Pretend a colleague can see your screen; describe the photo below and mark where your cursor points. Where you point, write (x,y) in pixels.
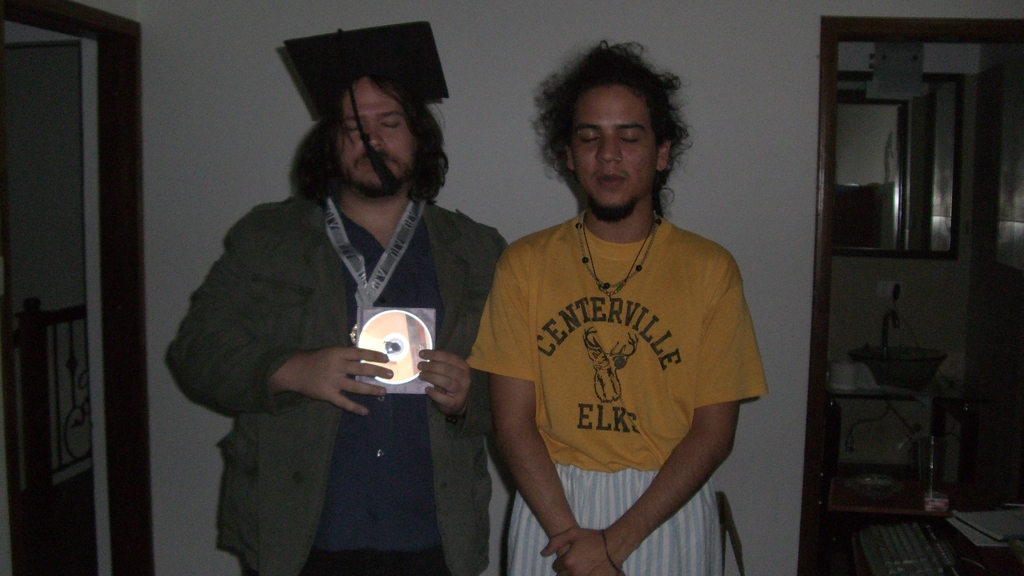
In the foreground of this image (559,440), there are two men (481,456) standing and one man (439,470) is holding a CD (407,362) and wearing a scholar cap (387,58). In the background (932,195), there is a wall (736,46), an entrance (821,89), mirror (902,207), few objects (888,372) on the table (909,483). On the left (109,270), there is another entrance (127,284) and the railing (42,401).
